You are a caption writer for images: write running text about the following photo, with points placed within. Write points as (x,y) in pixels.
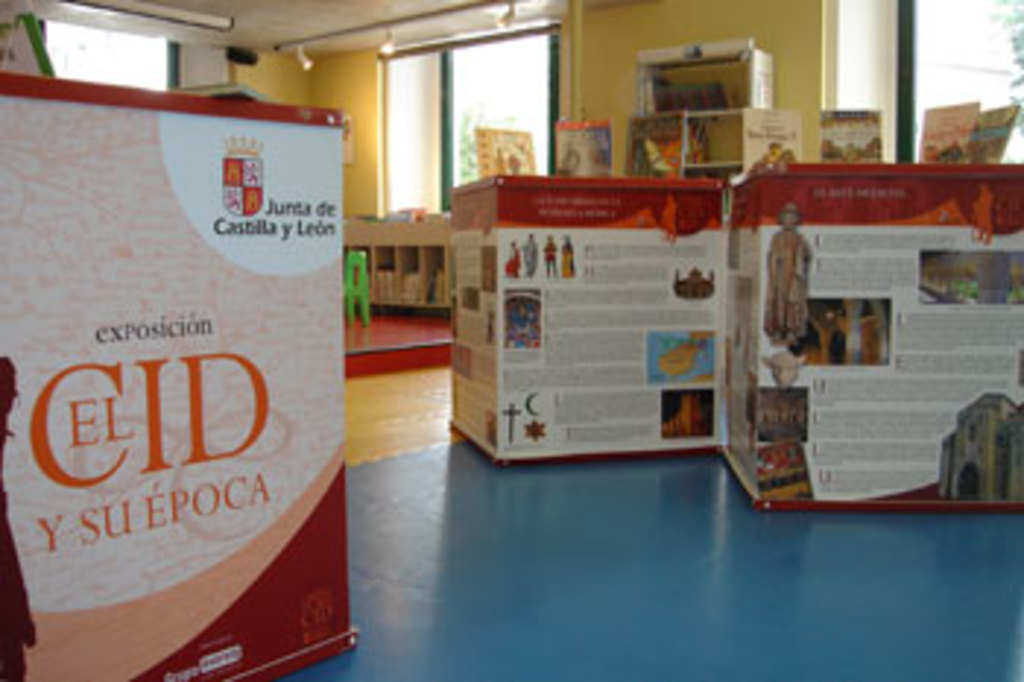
In this picture I can see boxes (241,122), boards (202,223), windows (949,13), lights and some other objects (448,284).
